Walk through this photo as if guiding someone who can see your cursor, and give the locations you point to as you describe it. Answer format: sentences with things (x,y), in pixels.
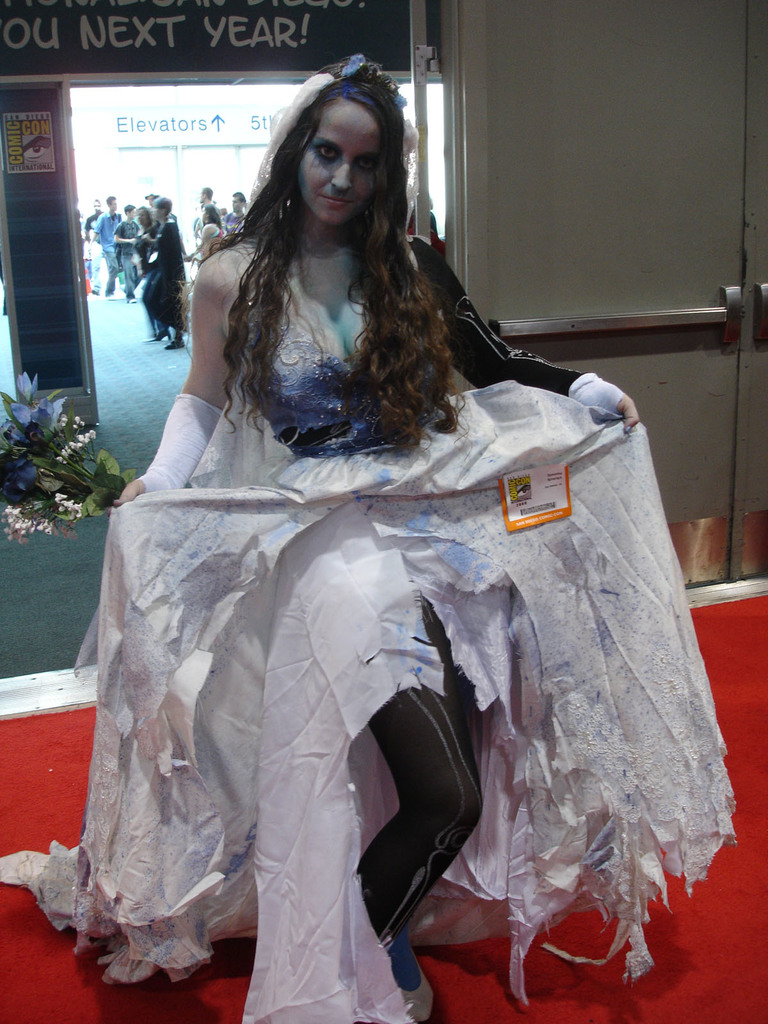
In this picture there is a woman (405,851) standing and wearing Halloween makeup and white dress (349,420) and holding flowers (11,416) with stems (69,463) and leaves (106,484). In the background of the image (217,86) we can see people (131,219), boards (92,139), poster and door (706,346).
